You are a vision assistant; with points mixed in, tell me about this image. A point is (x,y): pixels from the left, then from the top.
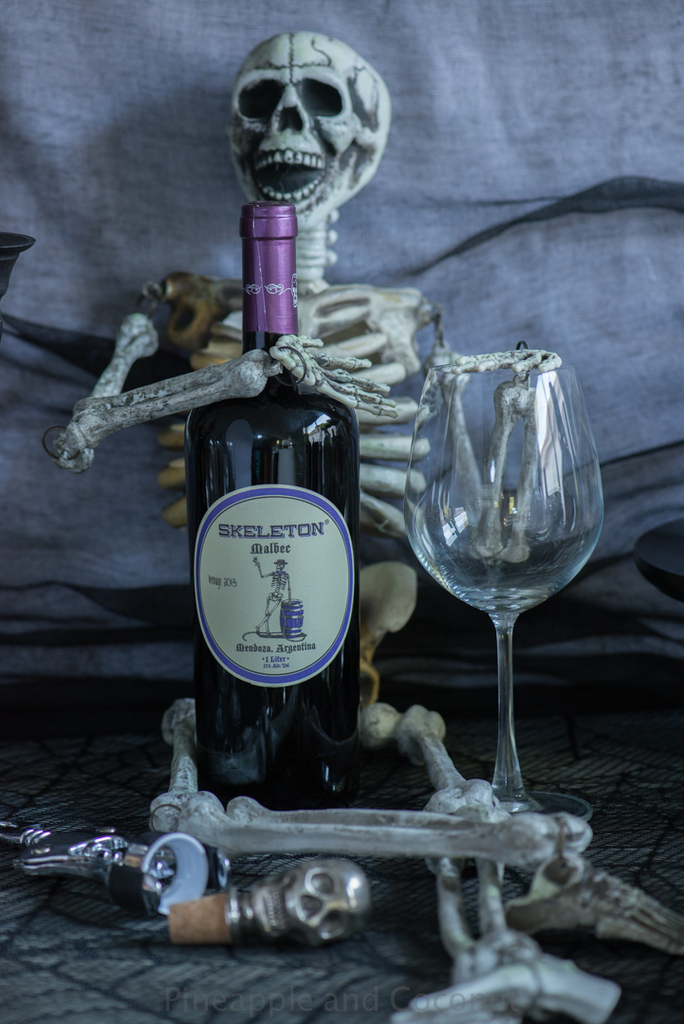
In this image there is a skeleton (300,339) holding a wine bottle (258,423) and a wine glass (512,500). On the floor (376,860) there is a cork (214,907) of wine bottle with metal skeleton head like structure (314,903). In the background (522,198) there is cloth (514,246).
